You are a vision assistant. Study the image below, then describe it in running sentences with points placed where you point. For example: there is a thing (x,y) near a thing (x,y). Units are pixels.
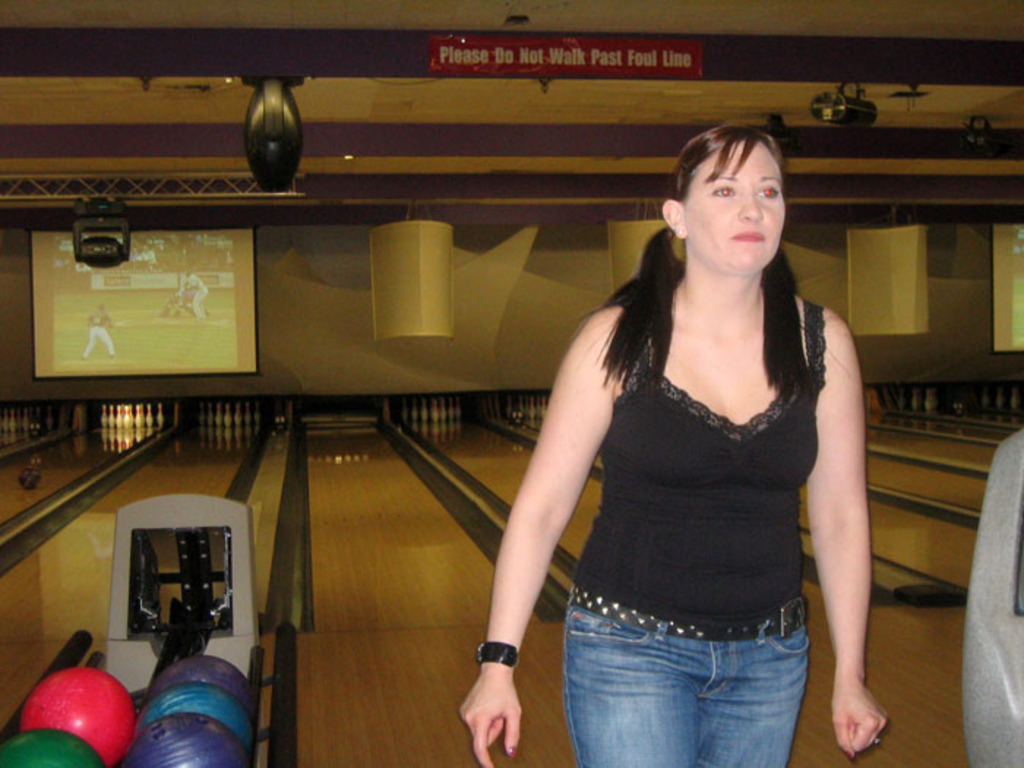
This image is taken indoors. At the bottom of the image (305,680) there is a bowling floor (323,538) and there are a few balls (103,707). In the middle of the image (676,277) a woman (616,525) is standing on the floor (538,728). In the background (492,322) there is a wall (236,382) with a projector screen (194,309) on it. At the top of the image (372,137) there is a roof (806,186) with lights (263,161), a projector (108,253) and a board (550,69) with text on it.
